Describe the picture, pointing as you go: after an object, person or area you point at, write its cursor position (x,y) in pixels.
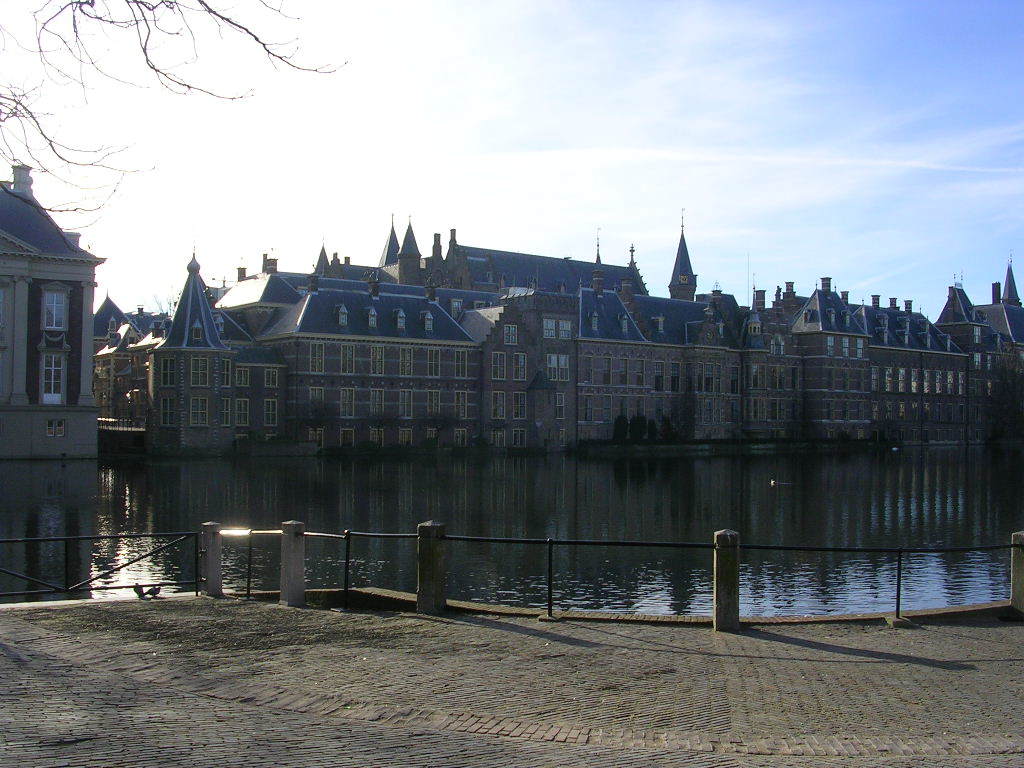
In this picture I can see many buildings (815,317). In the center (455,505) I can see the lake (530,570), beside that I can see some plants (325,453). At the bottom (742,547) I can see the fencing (898,598). In the bottom left corner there are two birds (144,596) near to the fencing (176,584). At the top (811,80) I can see the sky (811,80) and clouds (592,107). In the top left corner (44,134) I can see the tree branches (146,19).
